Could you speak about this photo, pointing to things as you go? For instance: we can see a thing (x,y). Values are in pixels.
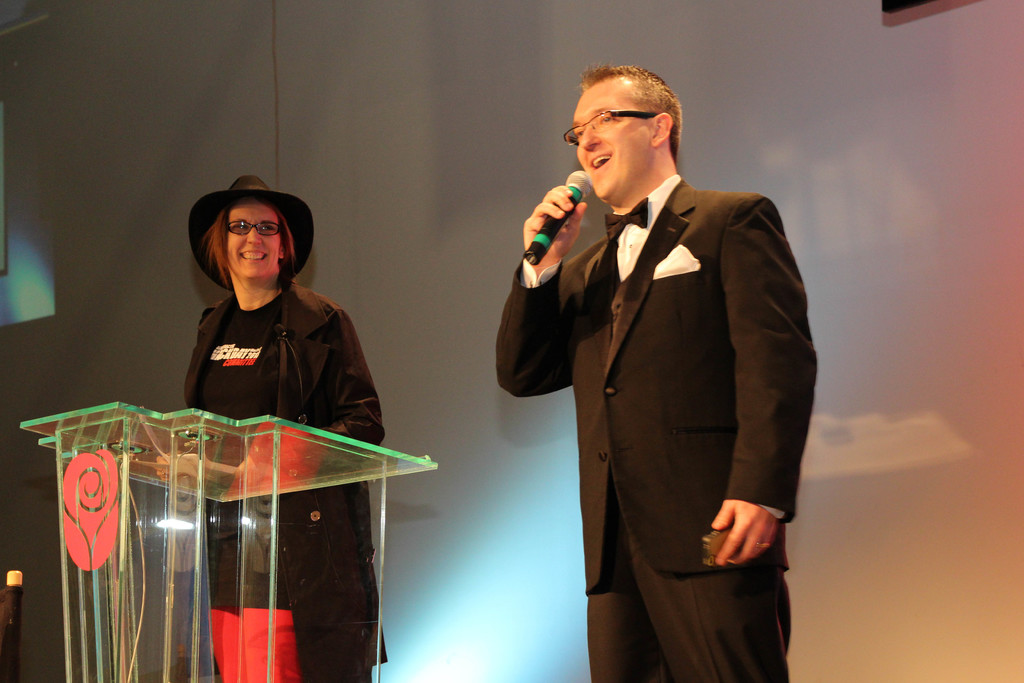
In this image we can see a man (706,306). He is wearing a suit (657,317) and he is speaking on a microphone (537,240). Here we can see the glass podium (239,473) on the left side (239,473). Here we can see a woman (223,342) on the left side (253,310) and there is a smile on her face (258,275).
